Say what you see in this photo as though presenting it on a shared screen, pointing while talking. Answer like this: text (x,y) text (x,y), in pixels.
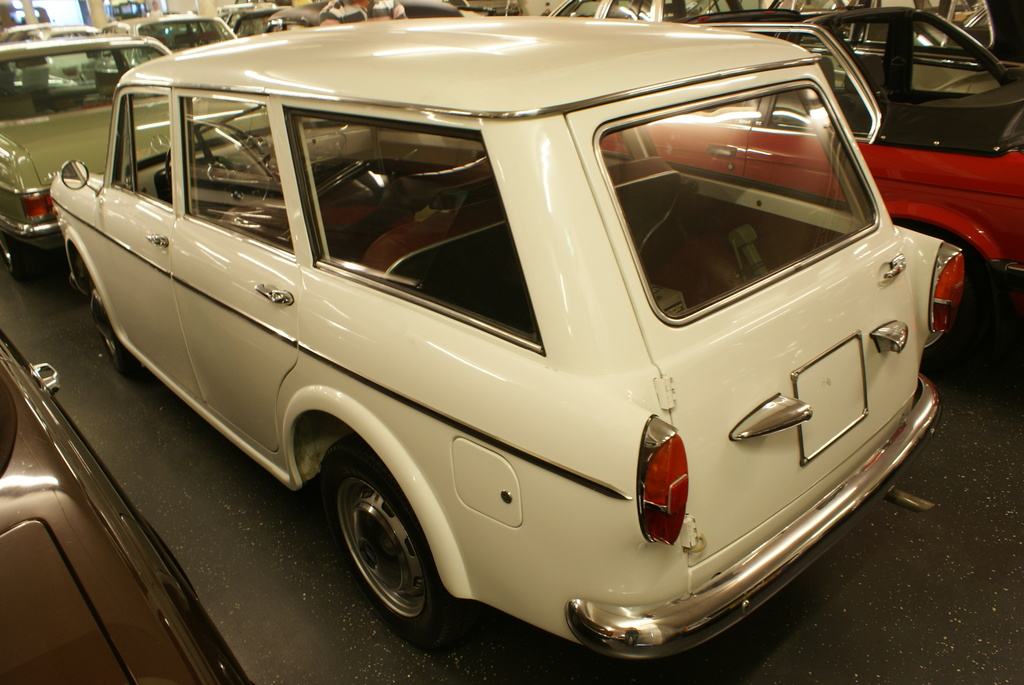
In this image in the middle (385,329) there is a white color car (412,426) in parking area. In the background (79,114) there are many cars (111,83). On the right (951,161) there is a red color car (918,164).
